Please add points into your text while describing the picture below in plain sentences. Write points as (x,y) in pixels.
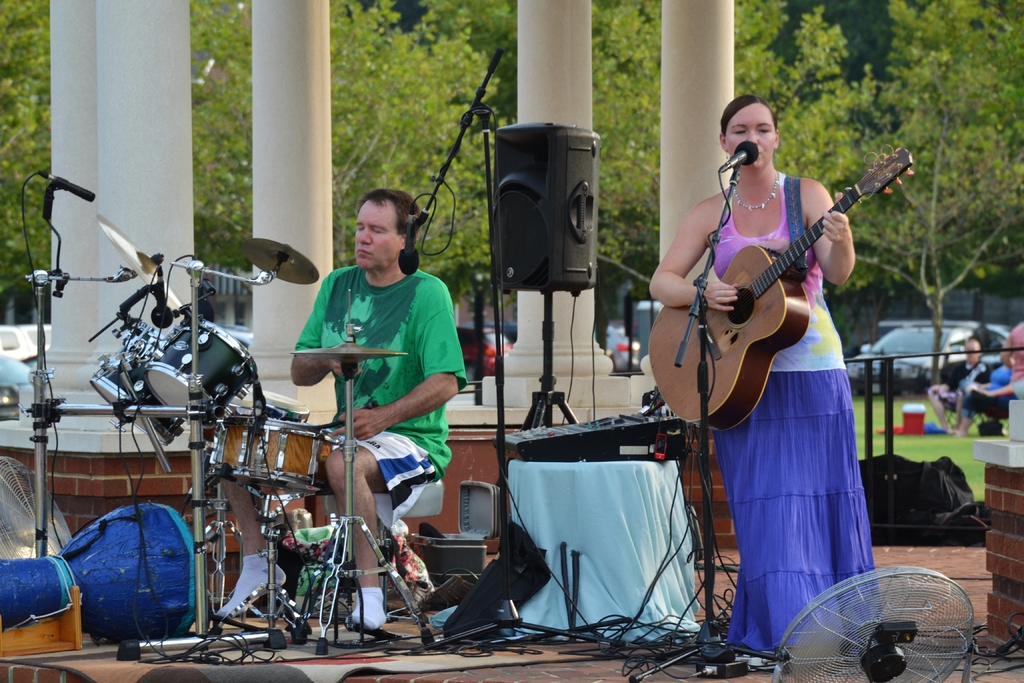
In this image there are of group of people (429,288). In front (364,370) the man (339,401) is playing a musical instrument (344,368) and the woman (747,232) is playing a guitar (765,295). There is a mic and a stand (733,192). The backside there are trees (465,61) and a vehicles (910,327).
